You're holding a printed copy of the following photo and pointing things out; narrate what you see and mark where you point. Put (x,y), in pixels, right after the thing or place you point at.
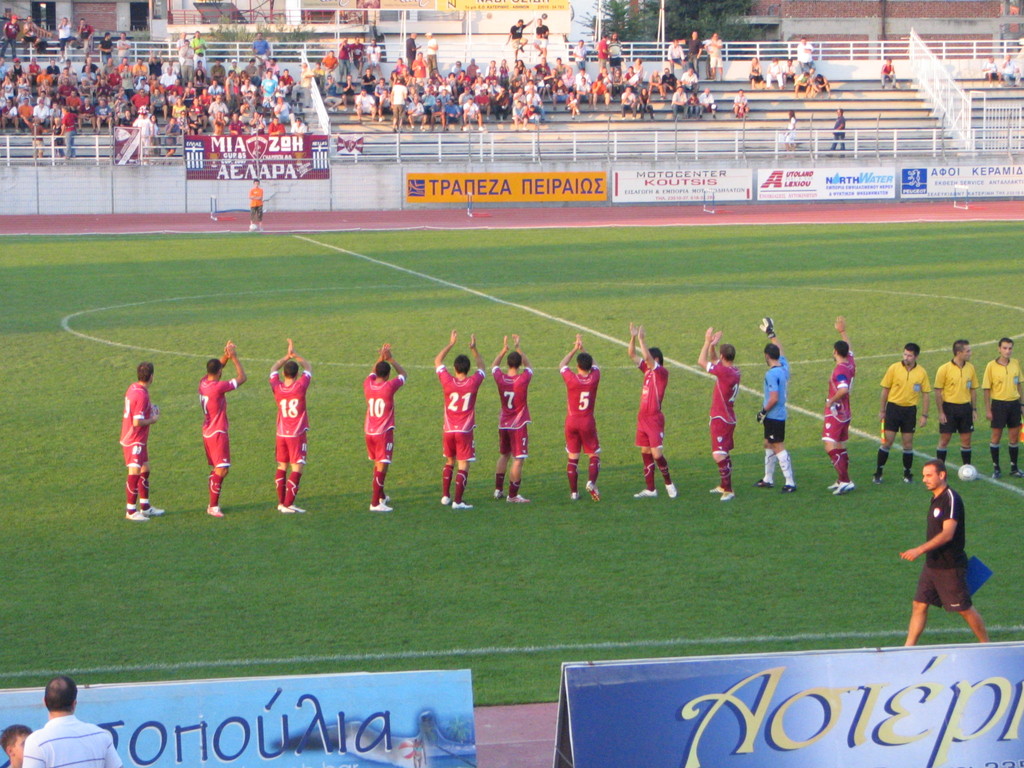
In this image in the foreground (395,683) there are boards (936,715). There is grass (581,579). There are people (958,607) standing on the ground (588,506). There is a wall (40,194). There are people (373,105) sitting on the steps (651,135) in the background (672,79). There are houses (979,19).
